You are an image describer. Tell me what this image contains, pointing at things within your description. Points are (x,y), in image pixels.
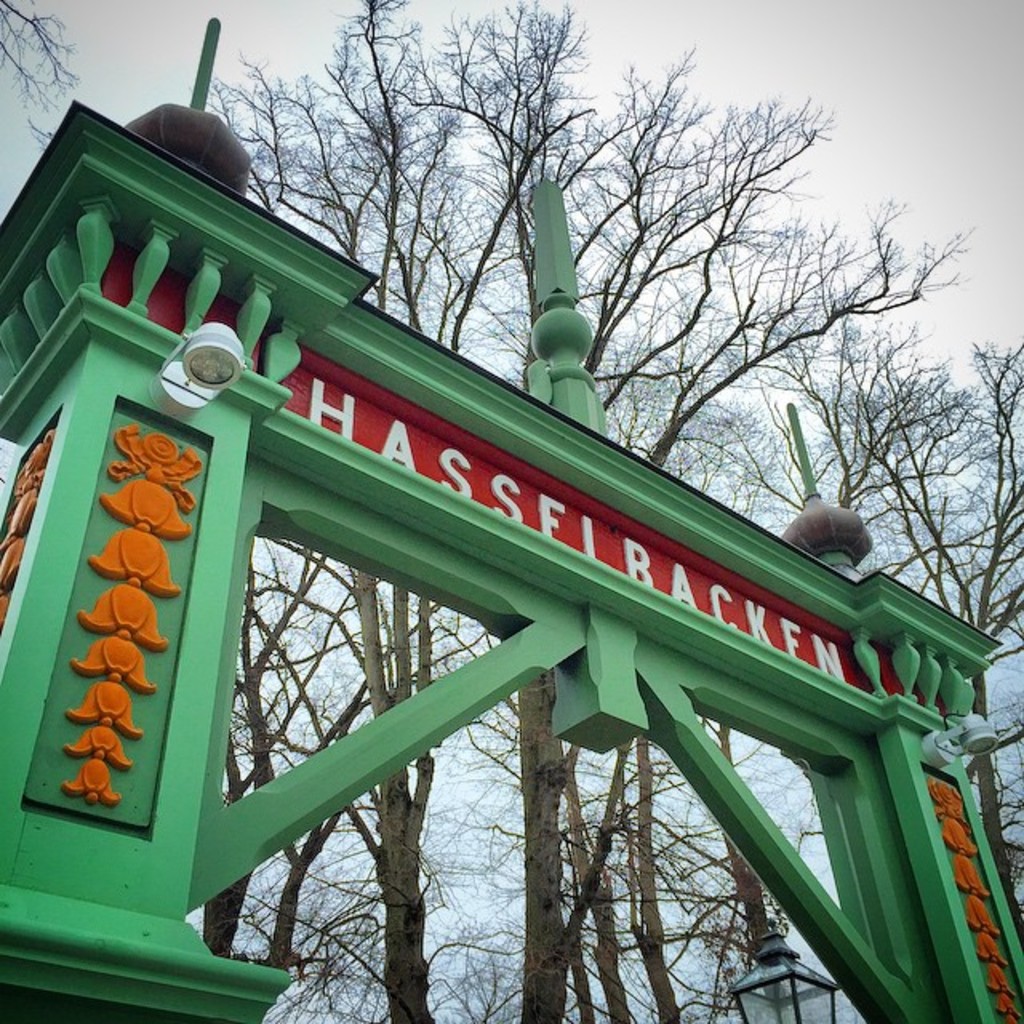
In the picture we can see an arch (513,566) which is in green color and in the background of the picture (874,456) there are some trees (874,456), top of the picture (619,49) there is clear sky (676,191).
